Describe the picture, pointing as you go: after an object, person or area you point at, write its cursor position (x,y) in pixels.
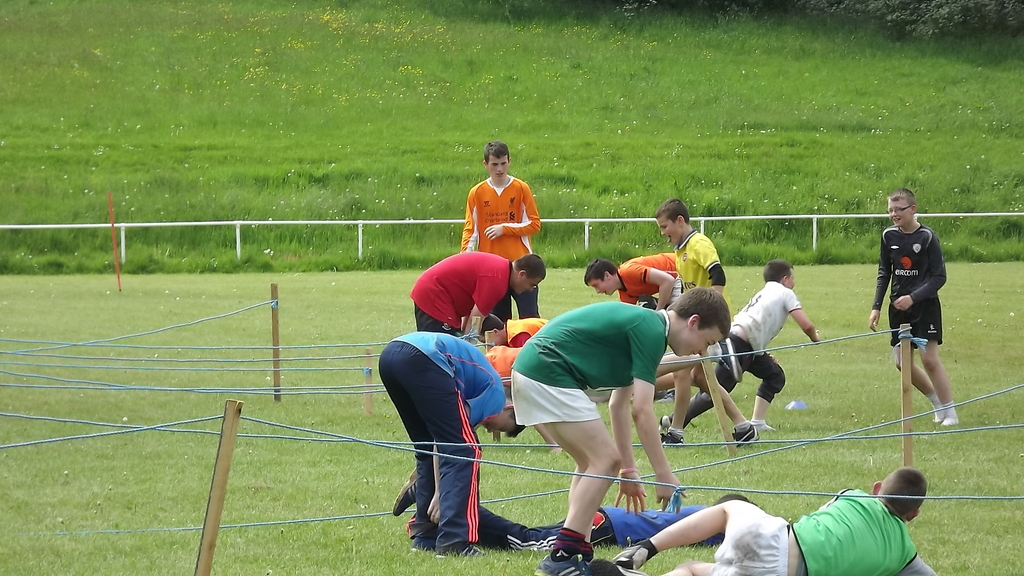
In this picture there are people (468,268) in the center of the image (472,262) and there are few children (770,515) those who are lying on the grass floor (951,454), there are boundaries (869,428) in the image and there is greenery (182,67) around the area of the image.
